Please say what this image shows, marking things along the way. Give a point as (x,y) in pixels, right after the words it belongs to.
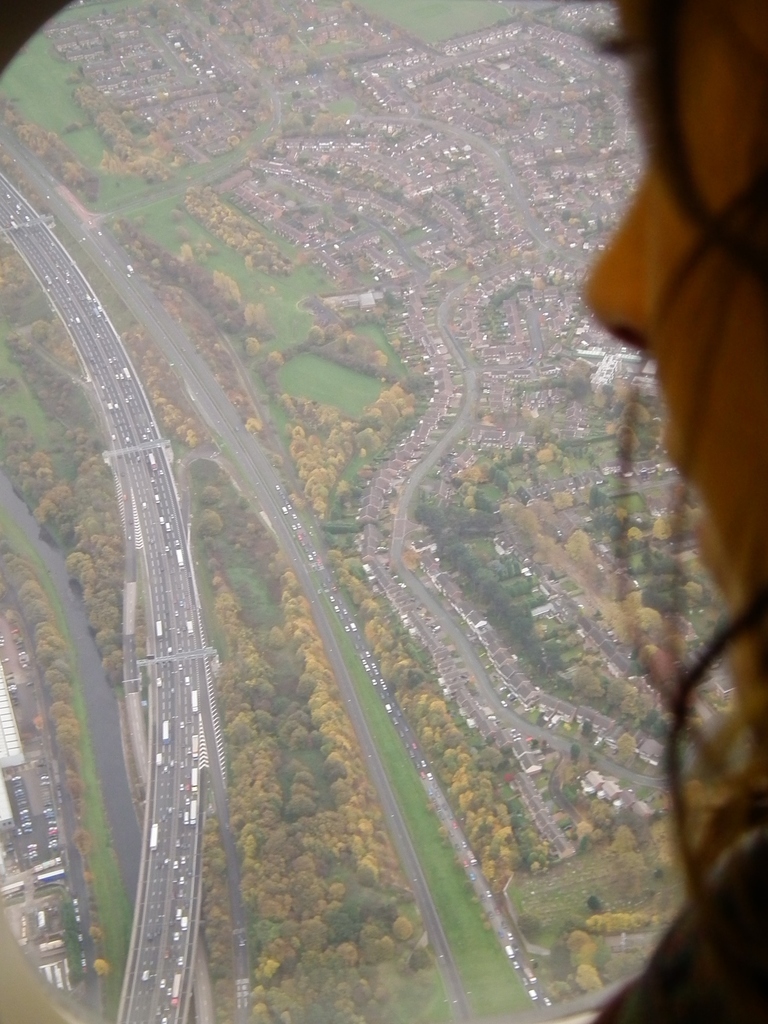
In this picture I can see a person's face (749,493) on the right (743,411) and in the middle of this picture (327,570) I see the roads (356,117), on which there are number of vehicles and I see number of buildings (542,804) and trees (260,267).
